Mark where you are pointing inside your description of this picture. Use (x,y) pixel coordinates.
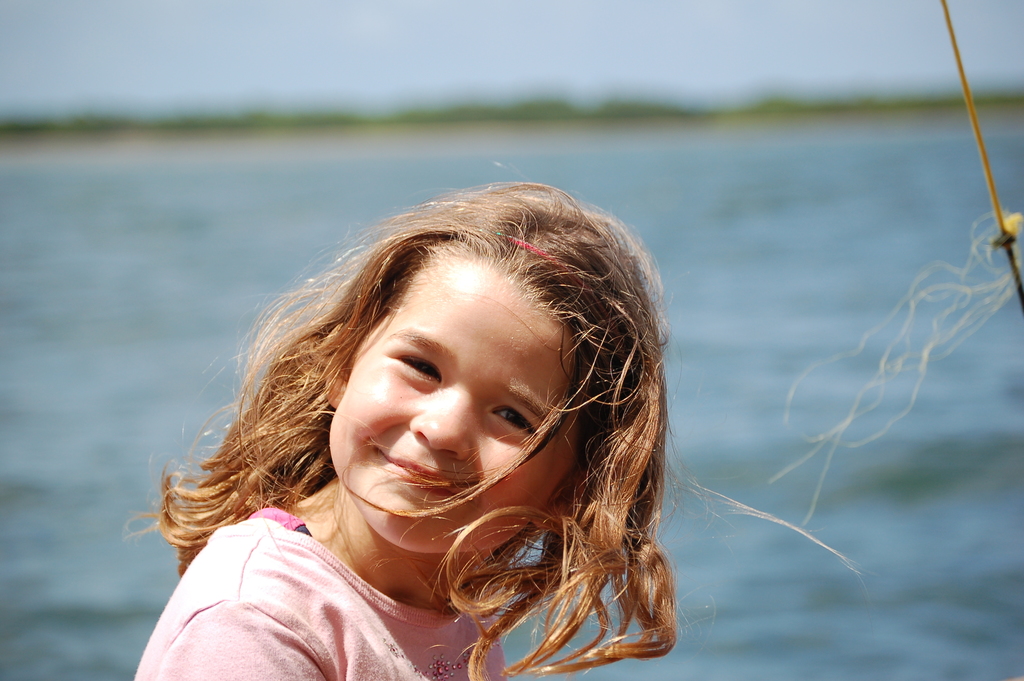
In this picture I can observe a girl (375,469) wearing pink color T shirt (293,594). She is smiling. Behind her I can observe a river (231,217). The background (118,369) is blurred.
